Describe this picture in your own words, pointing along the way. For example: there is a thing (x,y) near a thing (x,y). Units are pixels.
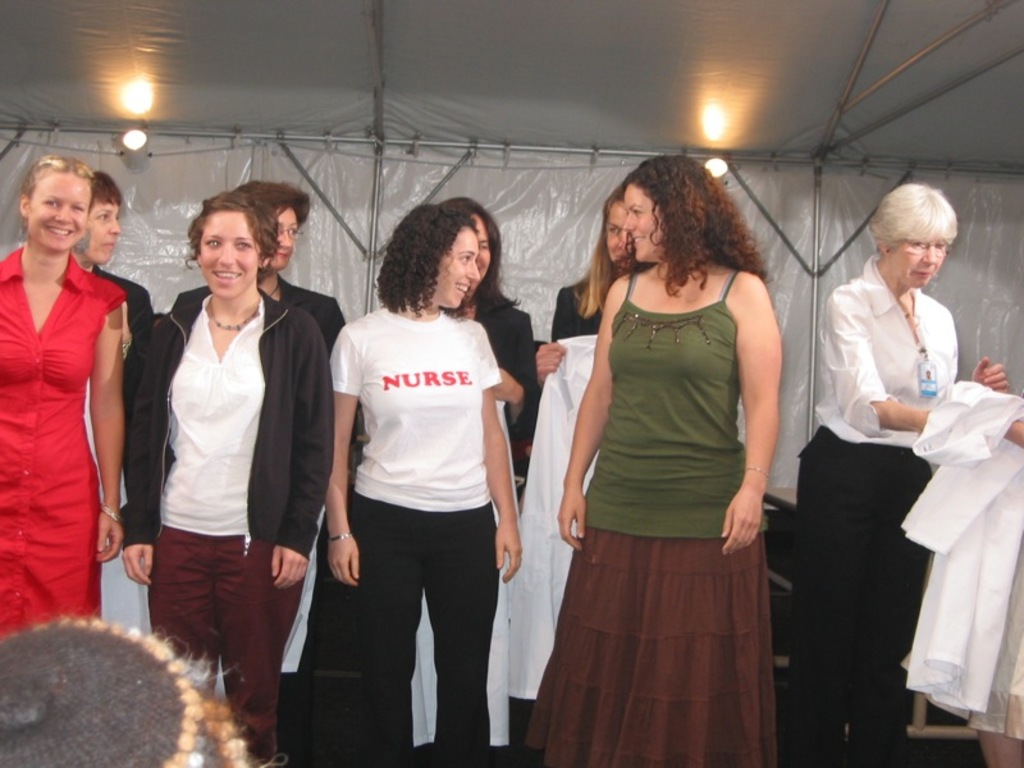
In this image I can see few people (491,372) are standing and wearing different color dress (627,330). In front (960,563) the person (878,225) is holding white color cloth (952,548). Back I can see white color cover (525,197) and lights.
